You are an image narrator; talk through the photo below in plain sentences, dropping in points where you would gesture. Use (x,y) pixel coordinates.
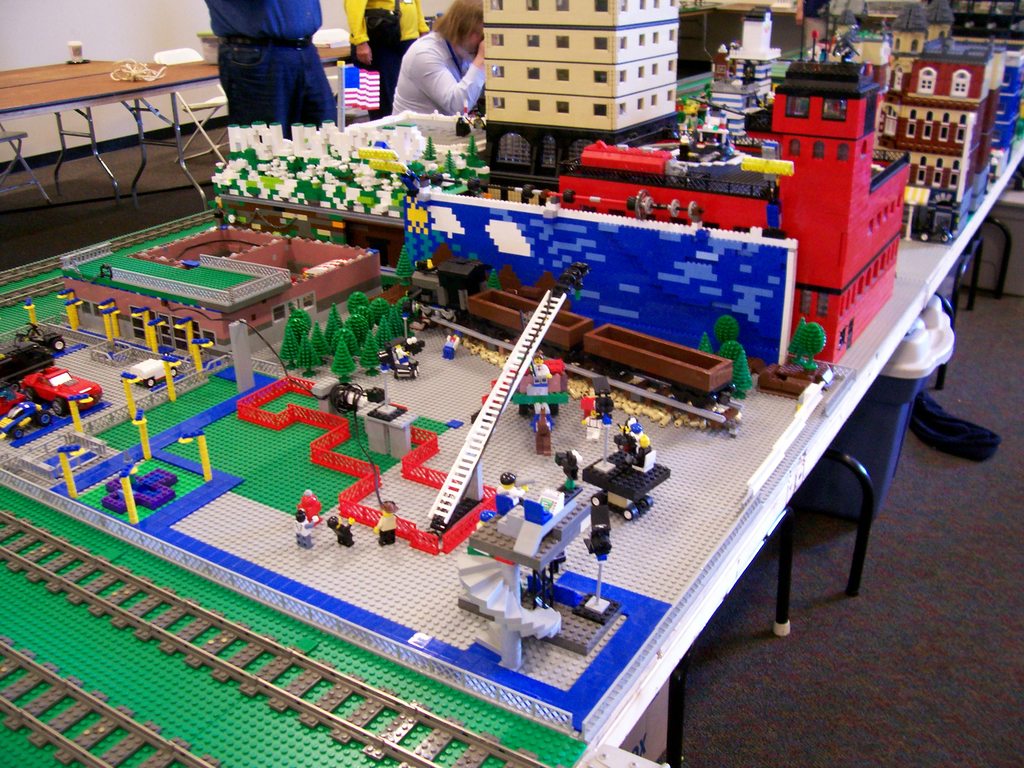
In this image there is a table (786,516), on that table (110,251) there is a model of a city (722,66), behind the table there is a woman (446,63) sitting and there are two men (379,43) standing, in the back ground (179,89) there are tables (180,65) and a wall (45,34).
